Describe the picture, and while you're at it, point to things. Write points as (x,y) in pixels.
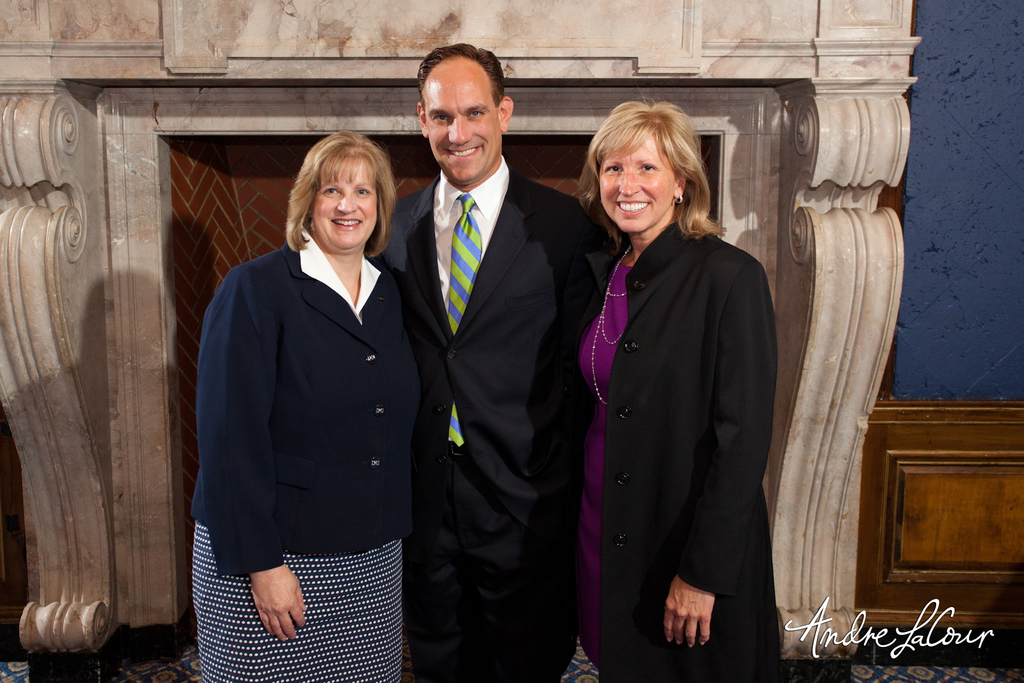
In this image, there are a few people (532,290). We can see the ground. We can see the fireplace (860,137). We can also see the wall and some wood (929,525). We can also see some text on the bottom right corner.
